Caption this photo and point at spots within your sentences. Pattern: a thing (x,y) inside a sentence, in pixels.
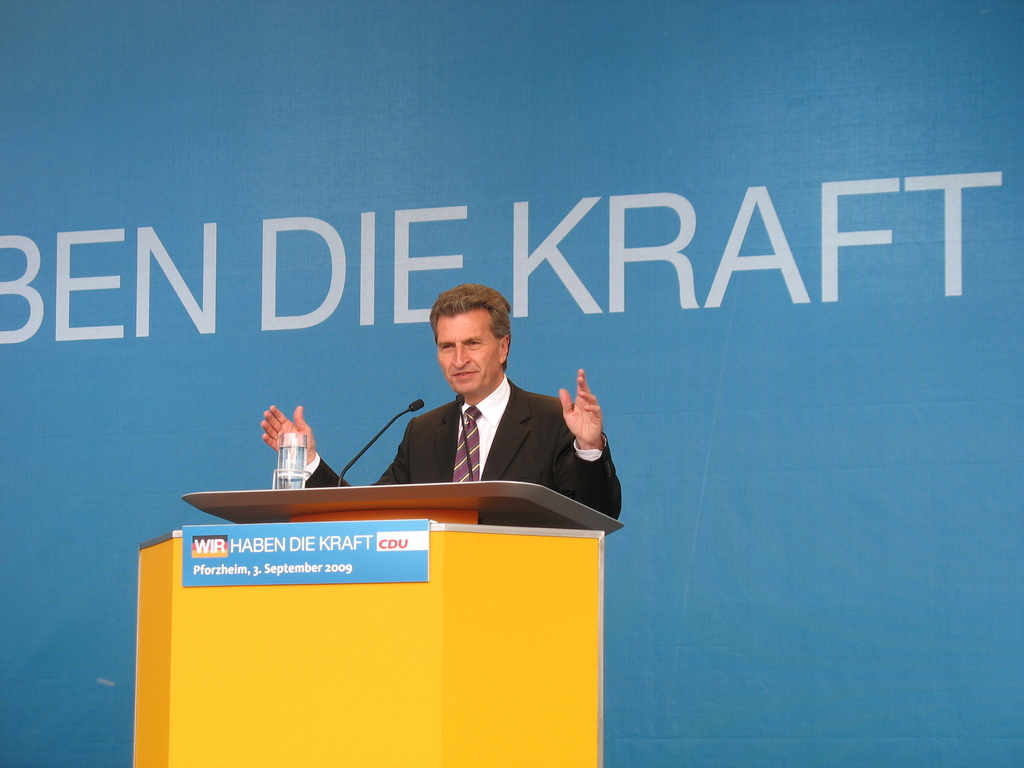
In the center of the image (467,420) there is a person (508,467) at the desk (414,518) with mics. On the desk (504,565) we can see water (289,466) and glass (282,468). In the background (300,250) there is screen (498,251).
